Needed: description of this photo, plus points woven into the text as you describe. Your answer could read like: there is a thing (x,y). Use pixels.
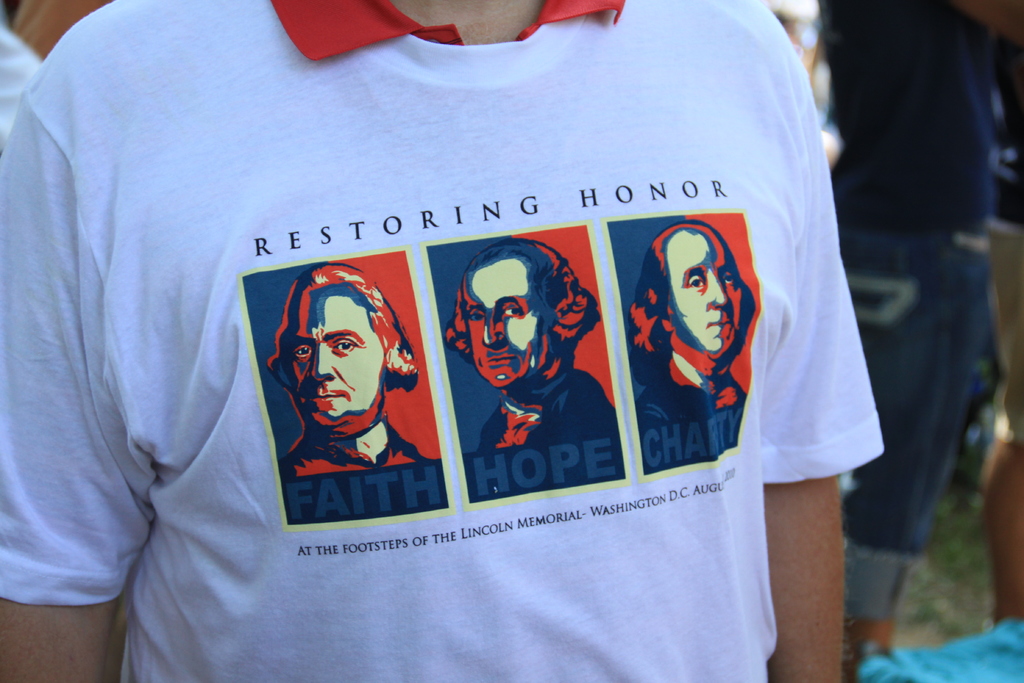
In this picture I can see few people (877,229) standing and a human (347,325) wore a white color t-shirt (484,249) and I can see picture (369,378) of few men (342,275) and text (729,431) on the t-shirt (343,443).
